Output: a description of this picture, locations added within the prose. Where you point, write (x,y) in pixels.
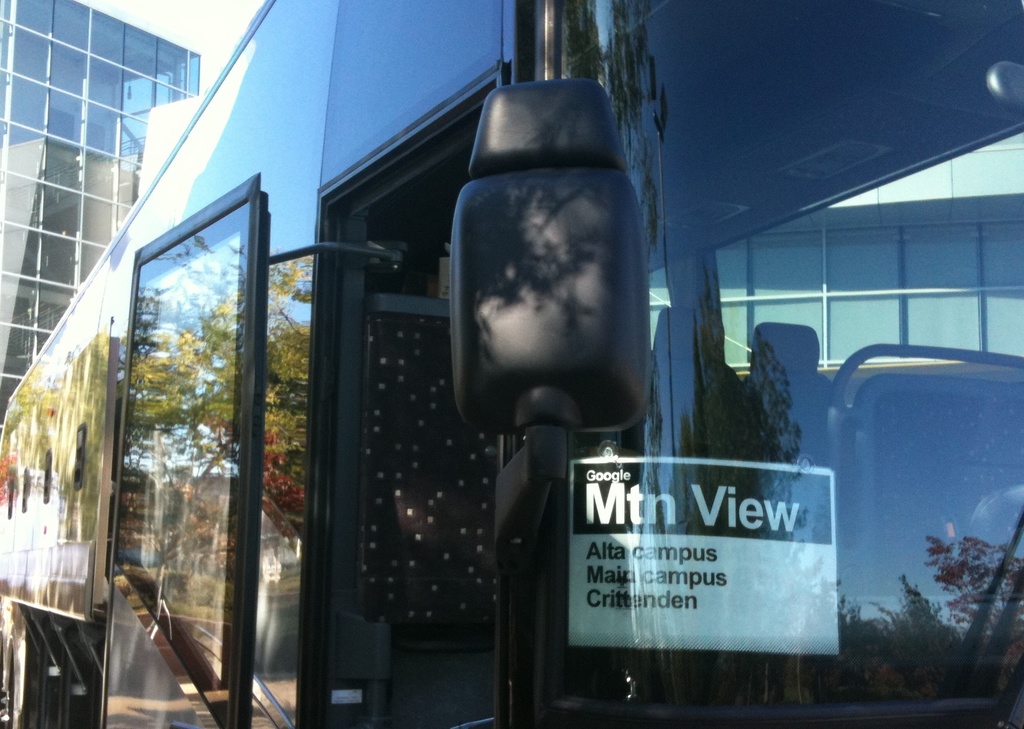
In this image we can see a vehicle (617,215) and there is a door (204,473) and side view mirror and we can see a poster (658,557) with some text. In the background (30,127), we can see a building (84,174).
